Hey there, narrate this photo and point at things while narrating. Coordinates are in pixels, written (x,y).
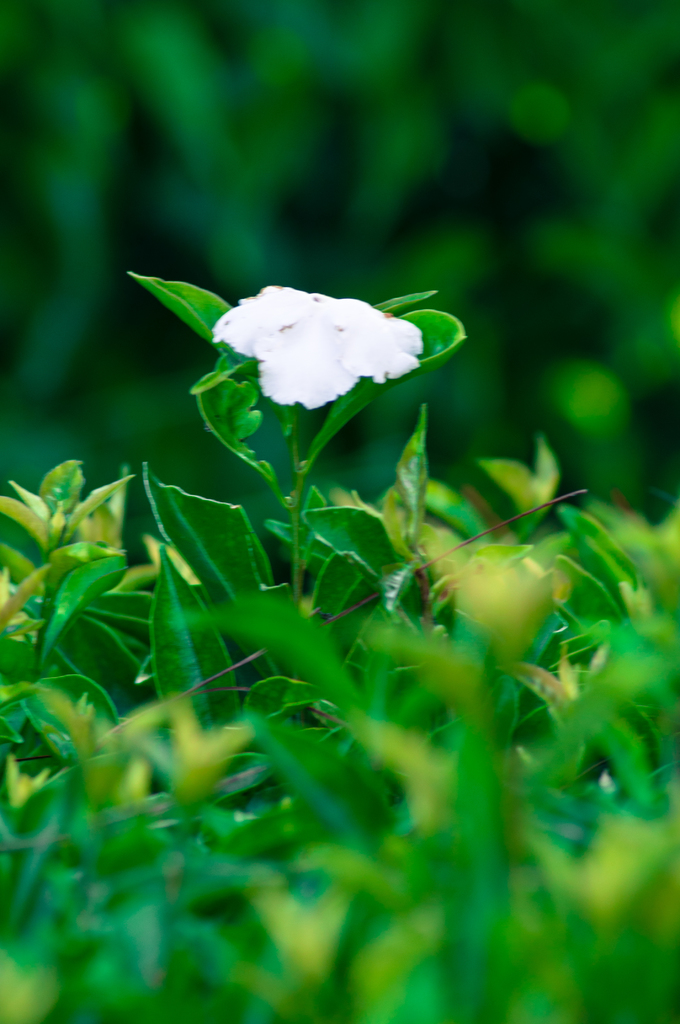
In this picture we can see a white flower (288,301) and in the background (416,84) we can see leaves (406,603) and it is blurry.
